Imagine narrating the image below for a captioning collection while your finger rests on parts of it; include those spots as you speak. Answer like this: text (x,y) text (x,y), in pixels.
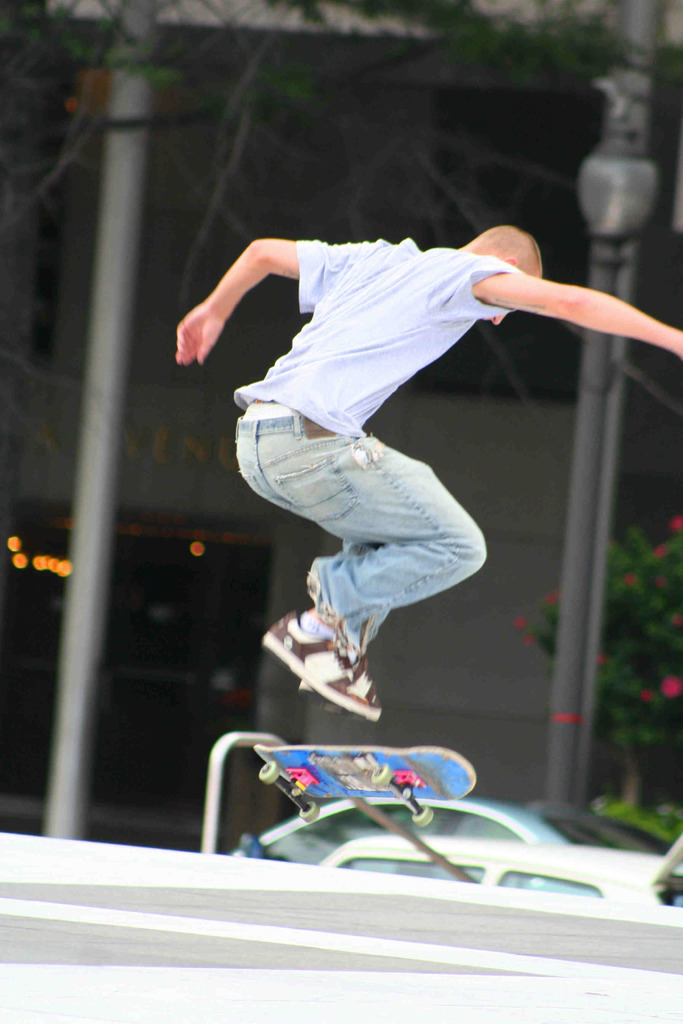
In this image I can see a person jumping under him there is a skate board (312,791) and road (275,948), beside him there are two cars (594,847) and building (429,743).
